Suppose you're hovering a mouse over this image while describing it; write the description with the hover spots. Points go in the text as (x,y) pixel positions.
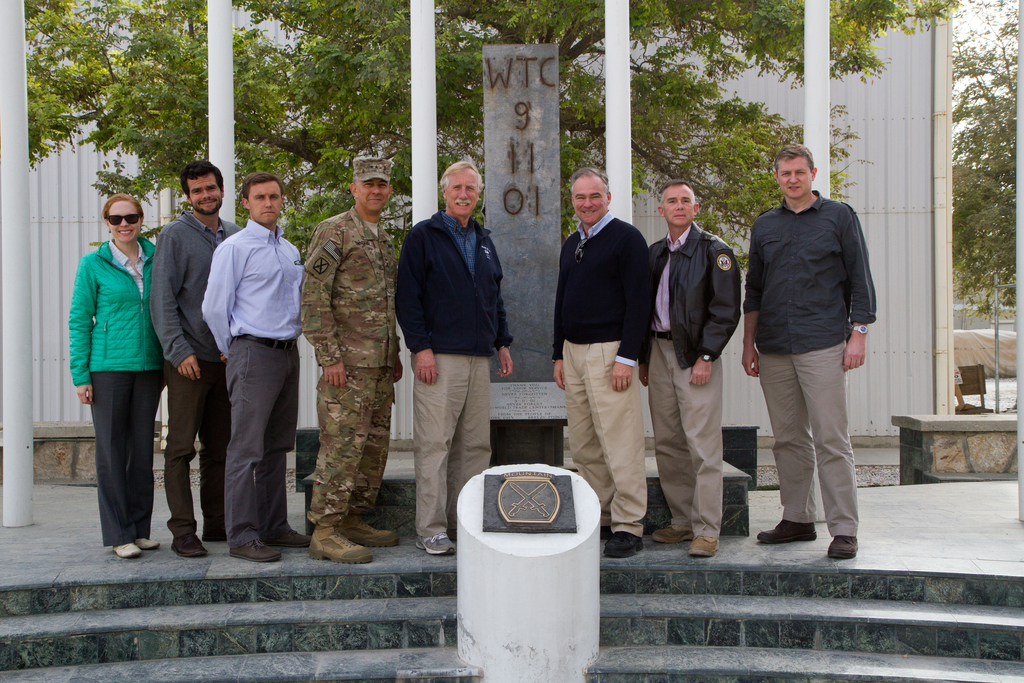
In this image we can see few people (334,318) are standing, there are stairs (834,583) and a sculpture (539,544), in the background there are some trees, concrete poles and a wall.
